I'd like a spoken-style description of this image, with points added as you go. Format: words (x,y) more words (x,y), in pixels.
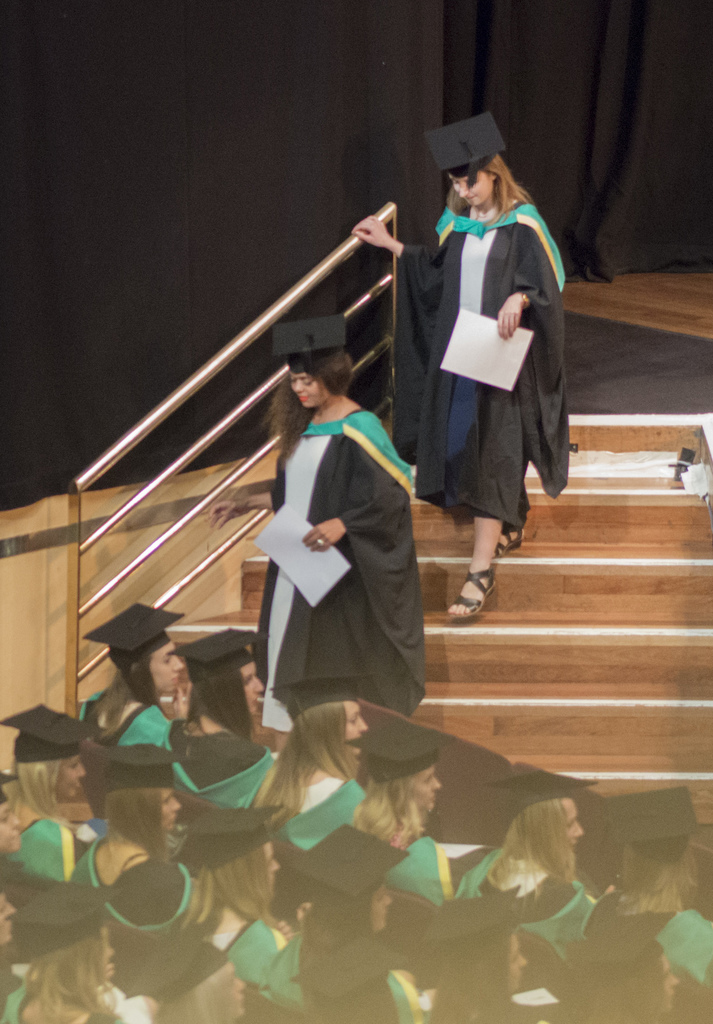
In this picture I can observe some women (345,654). They are wearing academic dresses (160,881). On the left side (83,610) I can observe a railing (75,584). In the background (273,103) I can observe black color curtains (281,71).
